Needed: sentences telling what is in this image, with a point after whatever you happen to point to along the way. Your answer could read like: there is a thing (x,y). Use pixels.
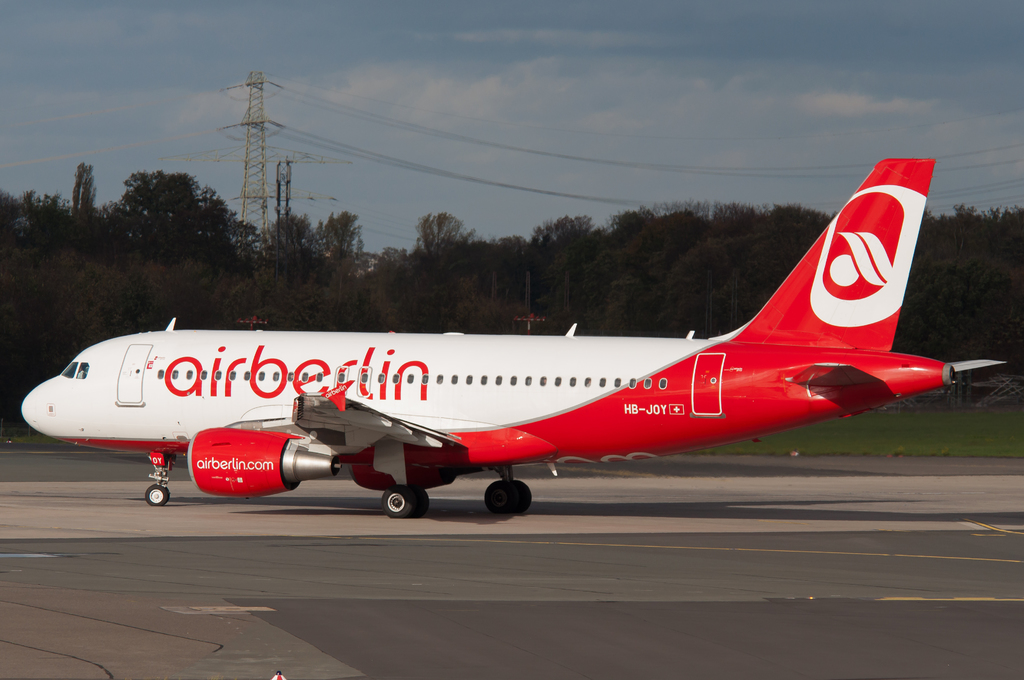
In this picture I can see plane (389,413) on the runway (403,561), side I can see some trees (94,270).
